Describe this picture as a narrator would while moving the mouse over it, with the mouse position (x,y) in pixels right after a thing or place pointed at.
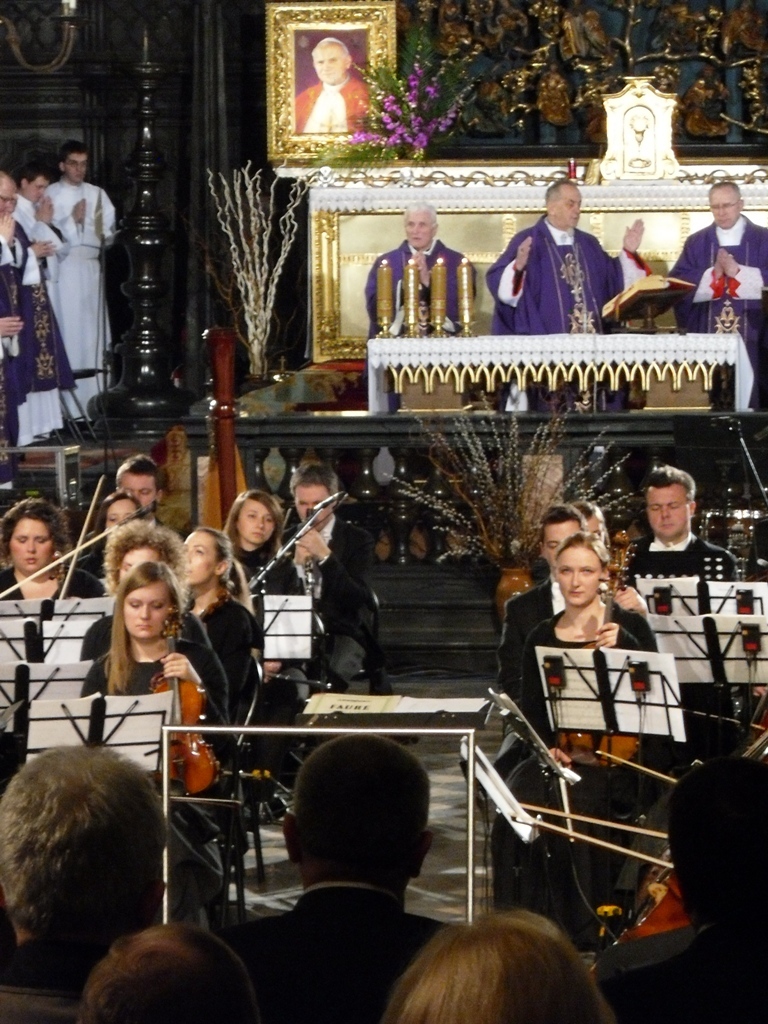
In the image there are few people (212,621) playing violin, in front of them there are music notations (266,598) and there are some other people (48,834) in the foreground (394,806), in the background (454,260) there are three church fathers (522,251) and in front of them there is a bible (658,292), behind them there is a photo frame (296,24) and around the photo frame (287,26) there are carvings (515,72).
